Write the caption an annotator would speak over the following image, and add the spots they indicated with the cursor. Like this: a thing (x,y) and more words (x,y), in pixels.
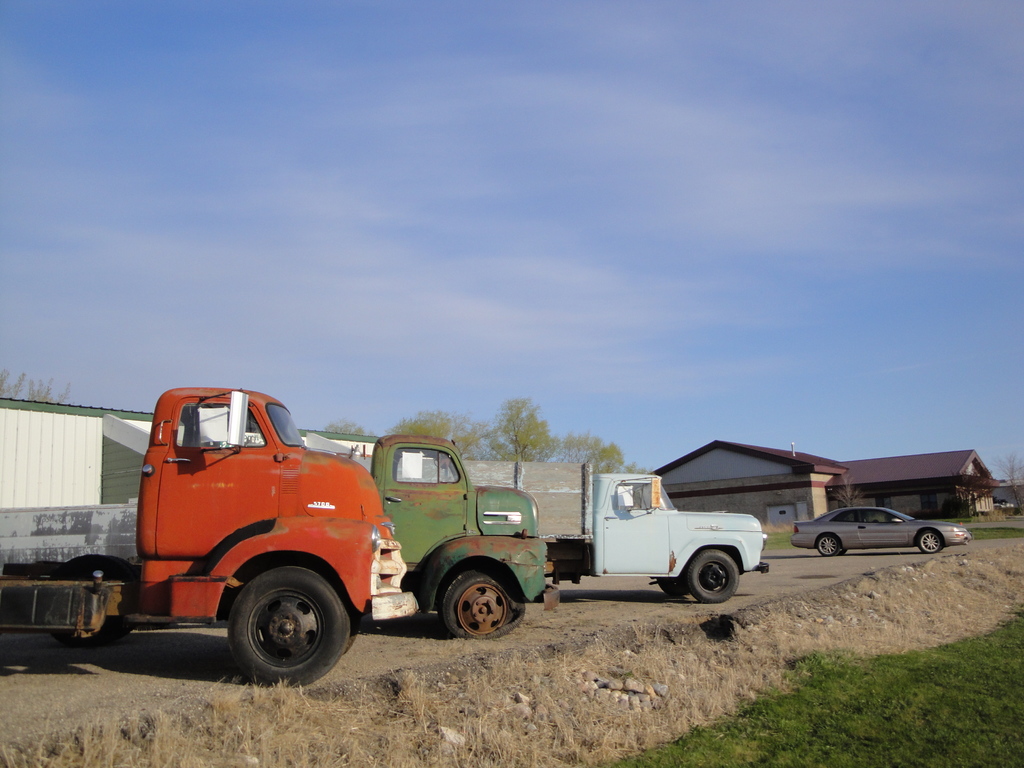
In this picture, we can see a few vehicles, ground (619,680), grass (676,669), trees (968,490), and we can see houses (794,512), wall (920,506), and the sky (457,235) with clouds (363,251).
